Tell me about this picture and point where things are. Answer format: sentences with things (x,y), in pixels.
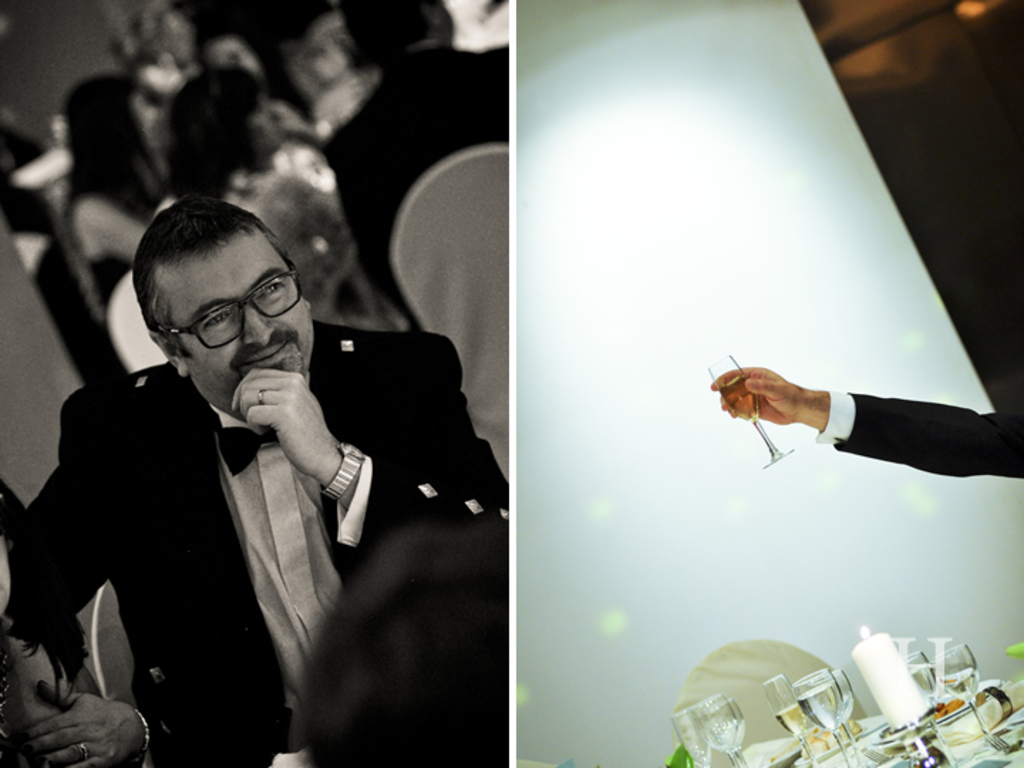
This is a collage image. In the first image there is a group of people (184,313) sitting and in the second image, we can see a person's hand (772,399) and the person (845,418) is holding a glass (738,393). Under the hand (784,423), it looks like a table (961,753) and on the table (976,758) there are wine glasses (838,704), candle (895,702) and a fork (1000,746). Behind the wine glasses (793,720) there is a chair (743,678) and the wall (607,423).
